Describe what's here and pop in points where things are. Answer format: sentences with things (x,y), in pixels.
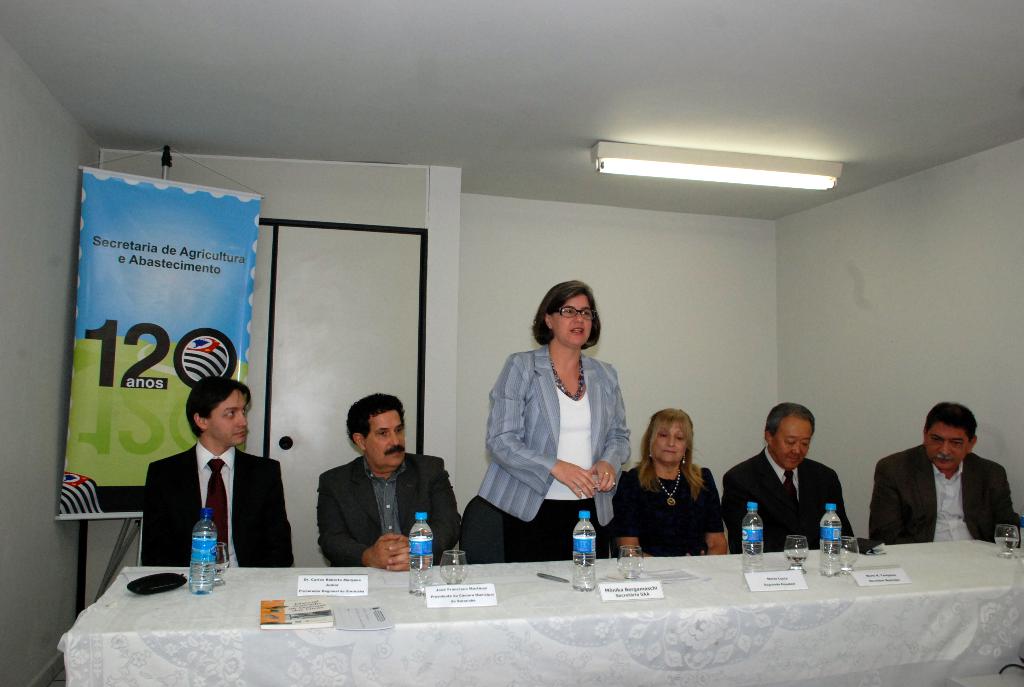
In this picture we can see five people (699,519) sitting in front of a table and one woman (594,442) standing, in the background (154,398) we can see one hoarding (139,397), there are some water bottles (201,525) on the table (532,566) and a cloth (484,639) covered on the table (442,628) and we can also see one book (324,617), on the top of the image (698,180) we can see a tube light (659,175) and there is a door (290,342) in the background (290,342).
